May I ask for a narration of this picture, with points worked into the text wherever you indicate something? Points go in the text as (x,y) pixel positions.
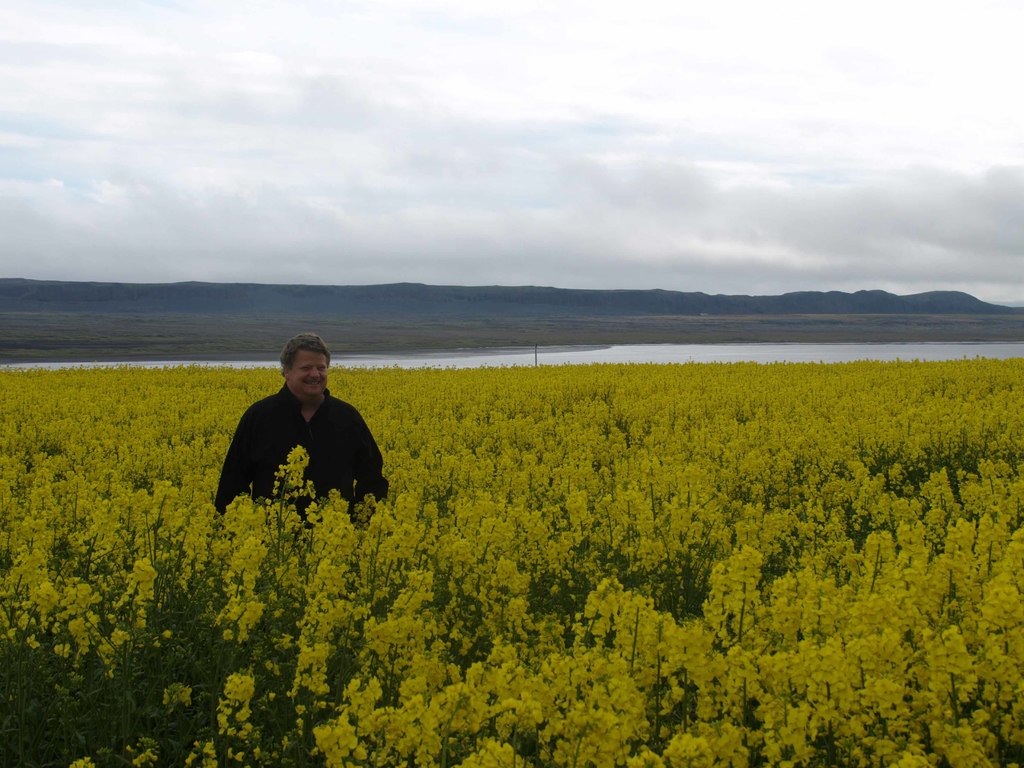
As we can see in the image there are plants (669,588), flowers (536,527), a man (307,435) wearing black color shirt (318,426), water (727,356) and at the top (494,132) there is sky (494,132).
